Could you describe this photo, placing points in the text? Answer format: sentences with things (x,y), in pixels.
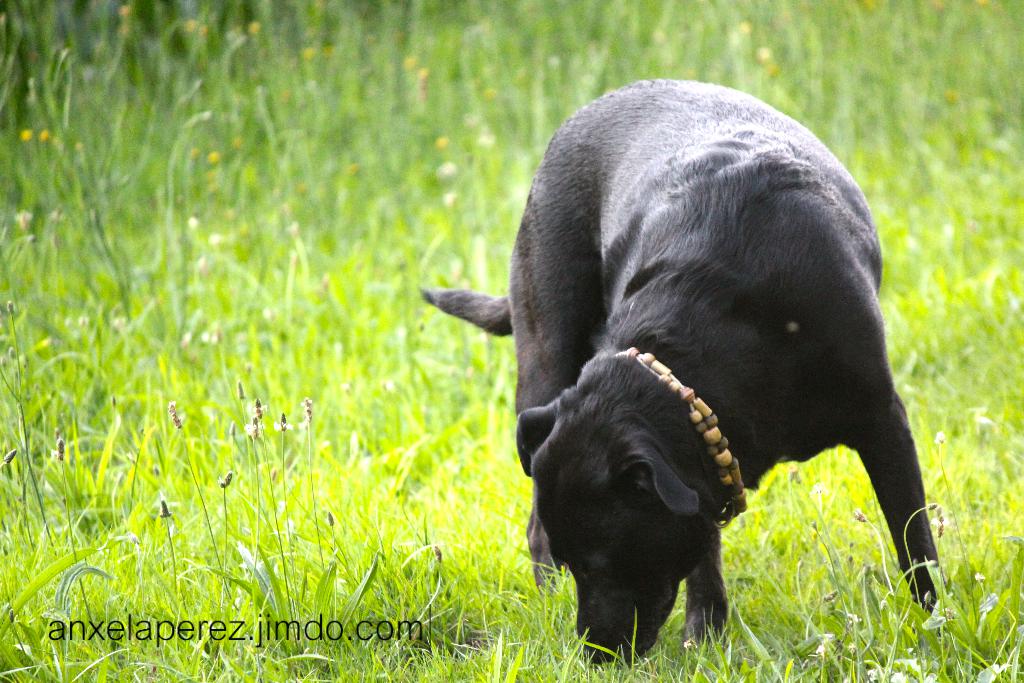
In this image we can see a dog (634,238) standing on the grass (339,492) and we can also see some text (268,630) at the bottom (305,637).
